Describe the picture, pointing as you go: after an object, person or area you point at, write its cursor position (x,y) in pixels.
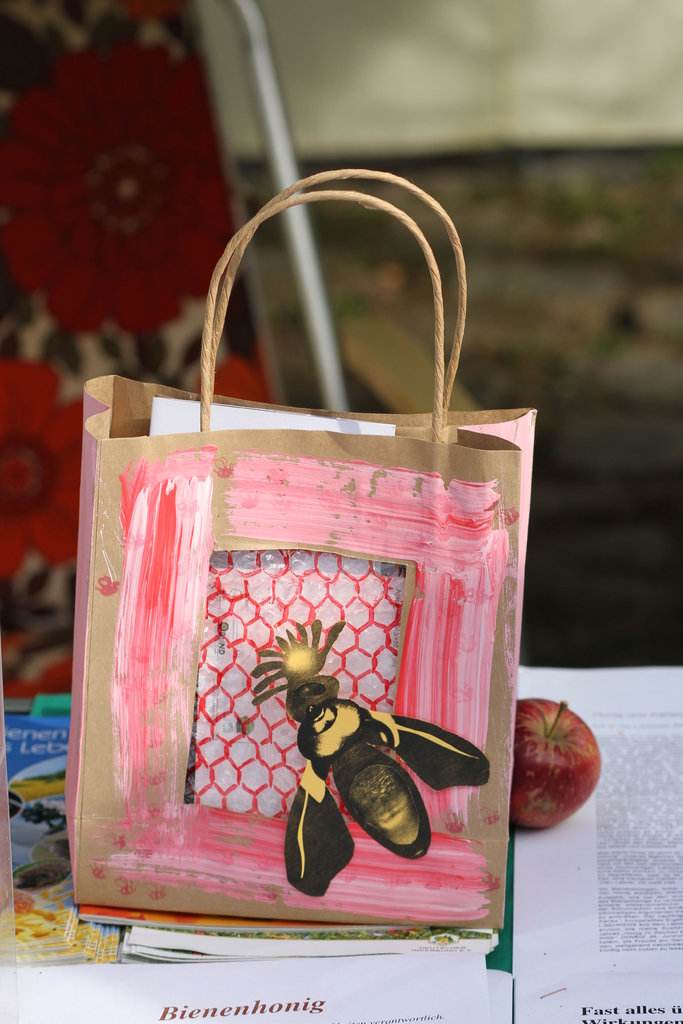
In this image there is a paper bag (380,489), apple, papers (25,976) and few books (51,867). Paper bag (374,770) is having the painting (417,847) of an insect (332,819). In bag (270,465) there is a paper (303,423). Behind it there is a chair (225,334). Background (585,630) is blurry.
